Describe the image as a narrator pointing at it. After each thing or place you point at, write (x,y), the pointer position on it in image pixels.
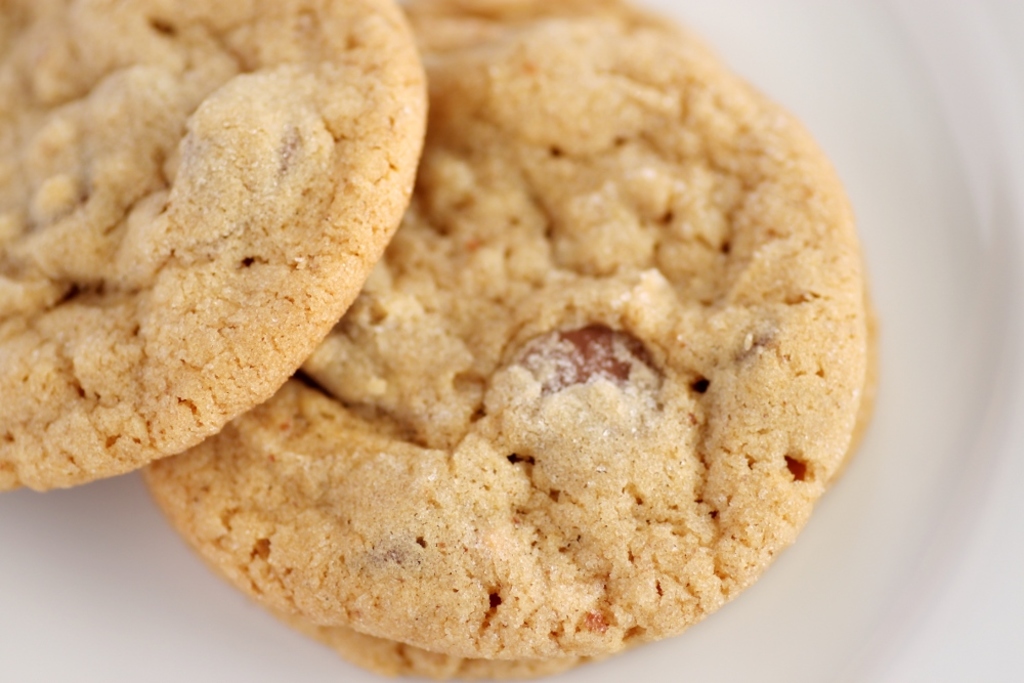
In this image there are three cookies (409,333) on the plate (925,491).
